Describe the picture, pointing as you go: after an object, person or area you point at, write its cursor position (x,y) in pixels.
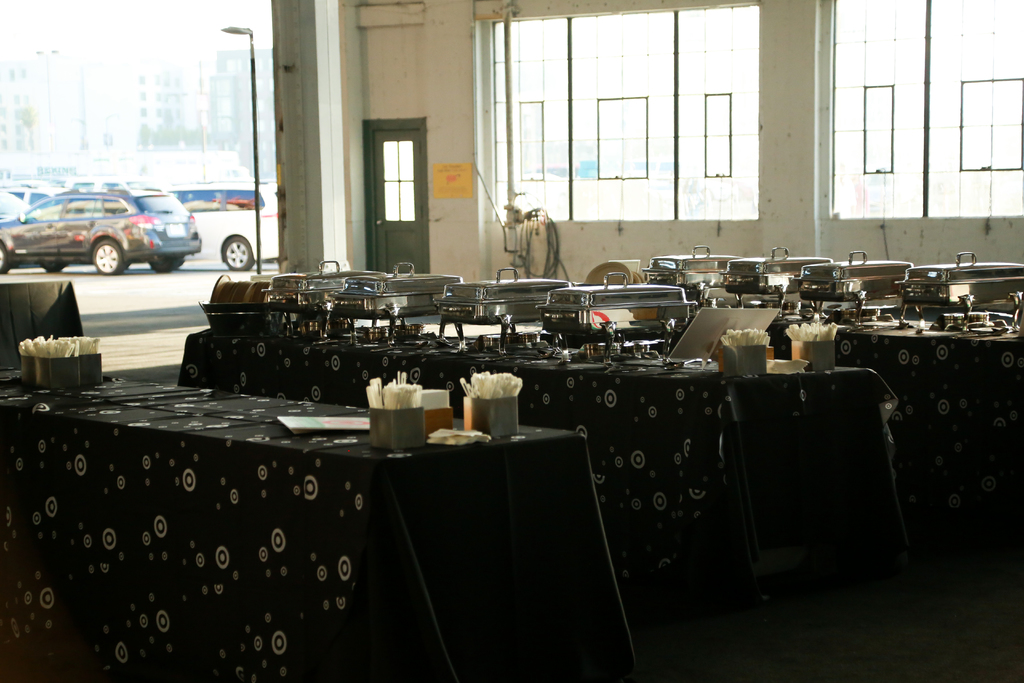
In this image we can see food buffets (582,334) are kept on this table (564,378) which is covered with a bed sheet cover (643,460). Here we can see a few cars (100,246) which are parked in a parking space (136,238).
